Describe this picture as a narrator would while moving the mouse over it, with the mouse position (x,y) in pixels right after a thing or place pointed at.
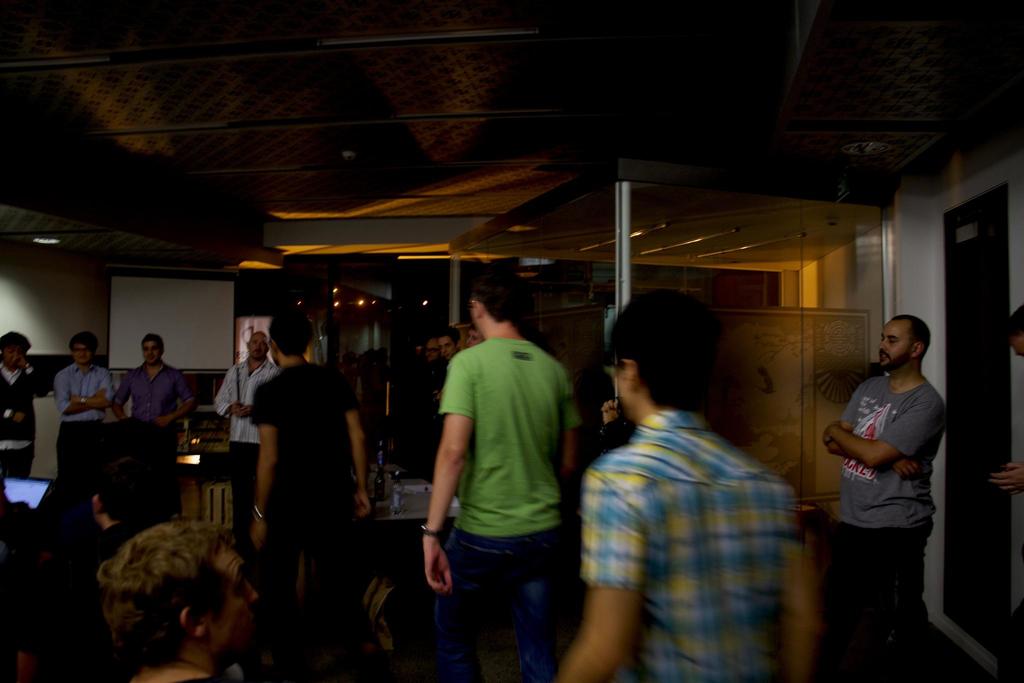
In this image we can see group of persons (344,479) walking on the floor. On the left side of the image (258,458) we can see screen (116,353), person (70,375) standing on the floor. On the right side of the image (857,491) we can see person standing on the floor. In the background (626,265) we can see wall (252,278) and lights (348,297).
